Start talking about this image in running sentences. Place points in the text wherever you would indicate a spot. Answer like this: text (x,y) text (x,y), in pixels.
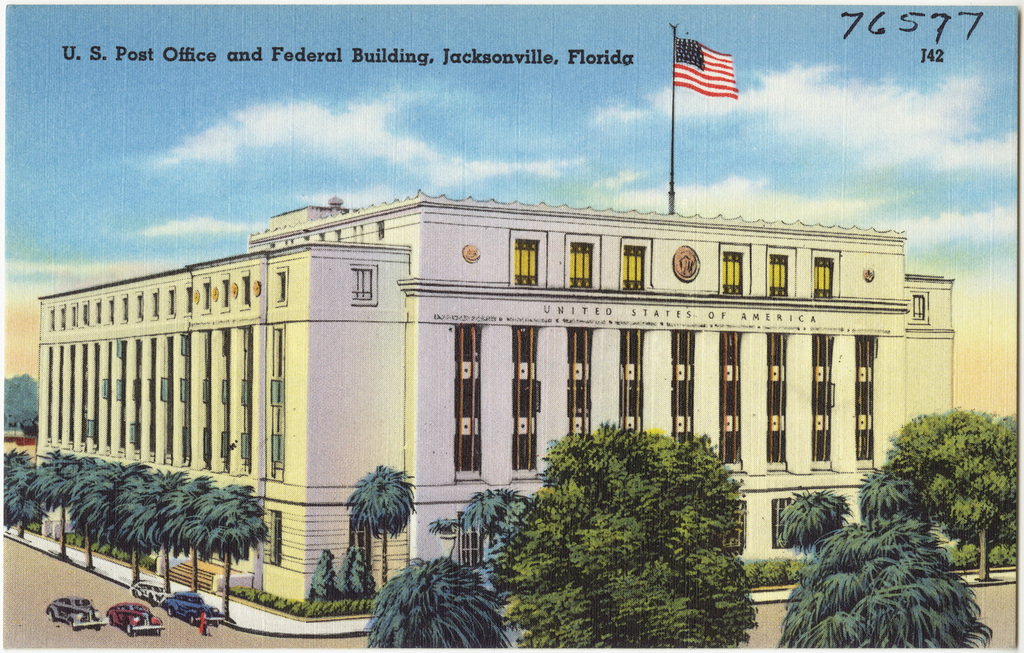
In this image we can see a poster (552,361) of a building (319,280), there are some trees (103,482) and some vehicles (56,619) parked and some are moving on the road (43,609) and top of the image (248,117) there is cloudy sky (385,89) and there is some national flag (714,86) on top of the building (463,204).
